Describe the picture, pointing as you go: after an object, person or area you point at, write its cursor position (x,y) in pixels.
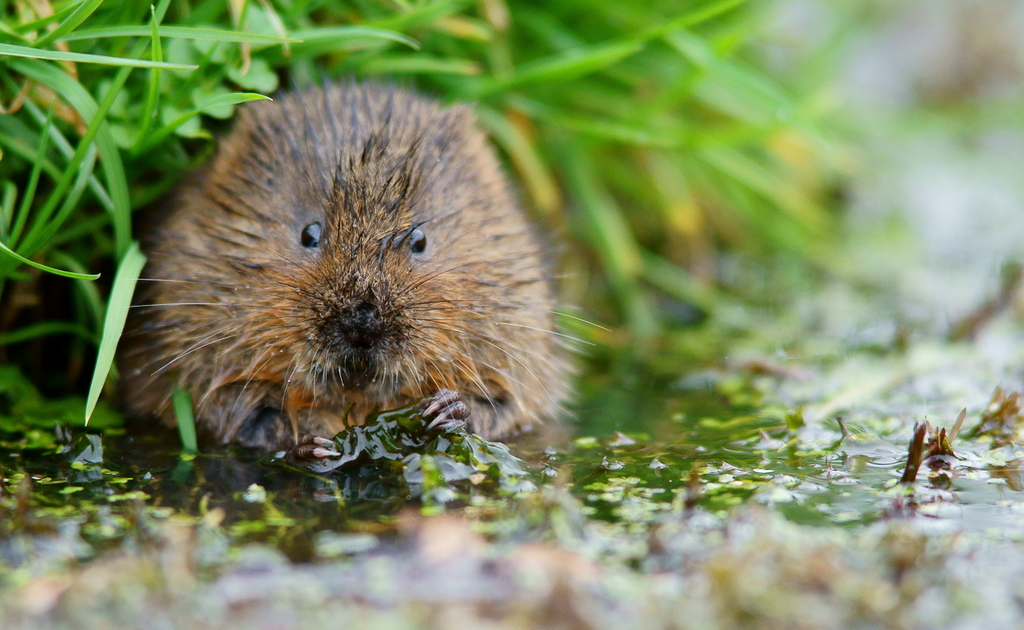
In the picture we can see a rat (270,262) near the water (892,443) with some water plants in it and in the background (119,201) we can see a grass plant (522,161).
